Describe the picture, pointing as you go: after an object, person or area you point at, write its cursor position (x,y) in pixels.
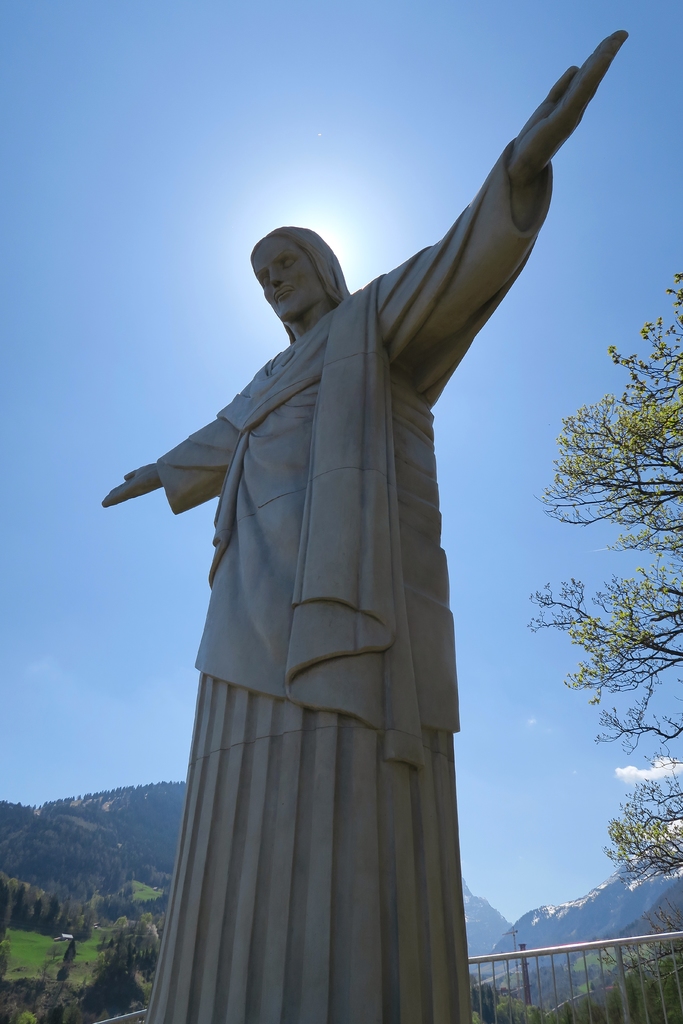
In the foreground of the picture (219,697) there is a sculpture (327,623). In the background (128,945) there are trees (149,906) and mountains (670,887). At the top (346,249) it is sky (571,262), in the sky (366,217) we can see sun (335,232).
